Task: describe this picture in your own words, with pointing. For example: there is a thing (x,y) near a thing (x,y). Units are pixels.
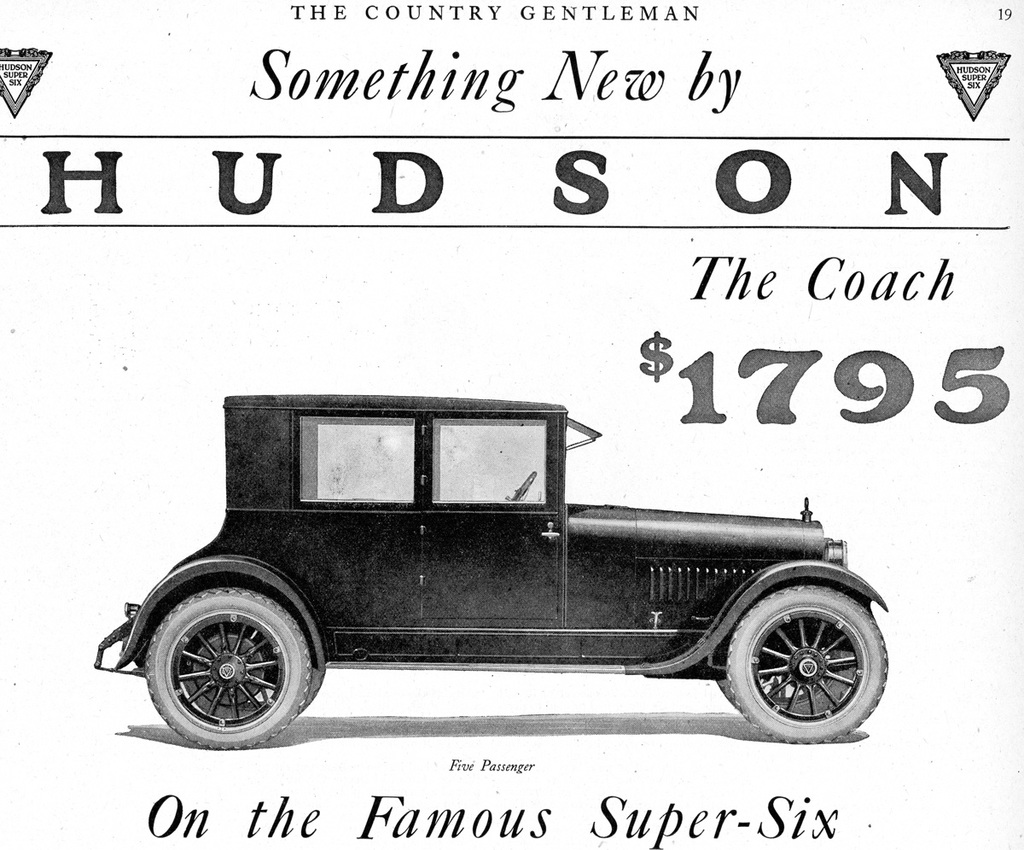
This is a poster (504,776), here we can see a vehicle (727,647), symbols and some text (711,388) on it.
